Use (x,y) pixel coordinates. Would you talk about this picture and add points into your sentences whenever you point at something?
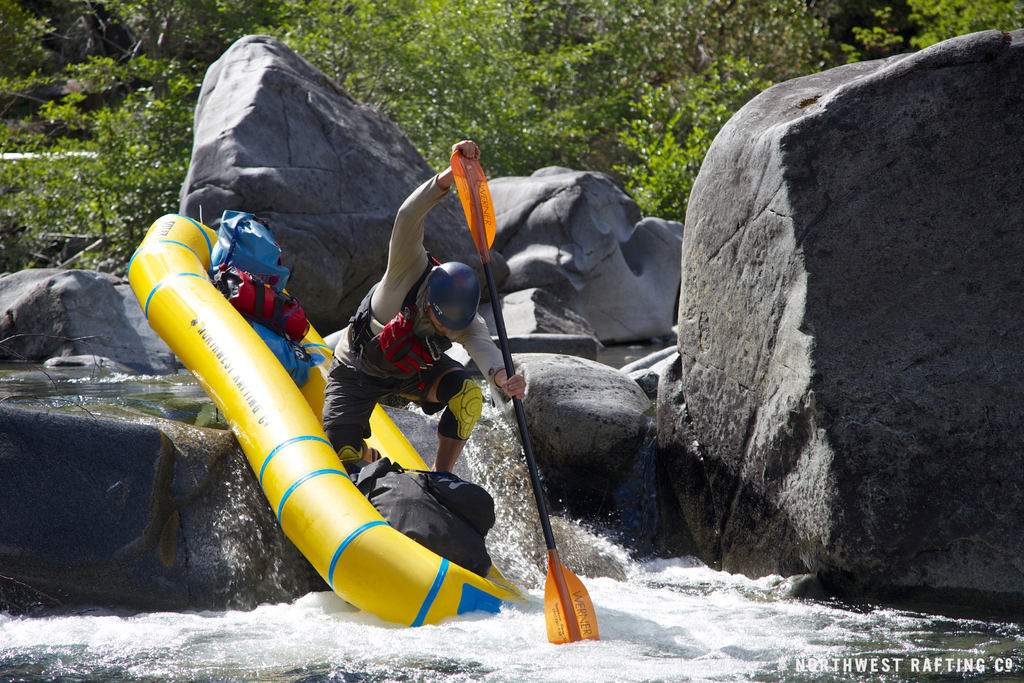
In this image we can see a person (408,403) is holding a paddle (563,617) in his hands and rafting on the water (539,589). We can see bags (241,252) on the inflatable raft (324,549). In the background (75,260) there are stones (543,298) and trees (400,87).
